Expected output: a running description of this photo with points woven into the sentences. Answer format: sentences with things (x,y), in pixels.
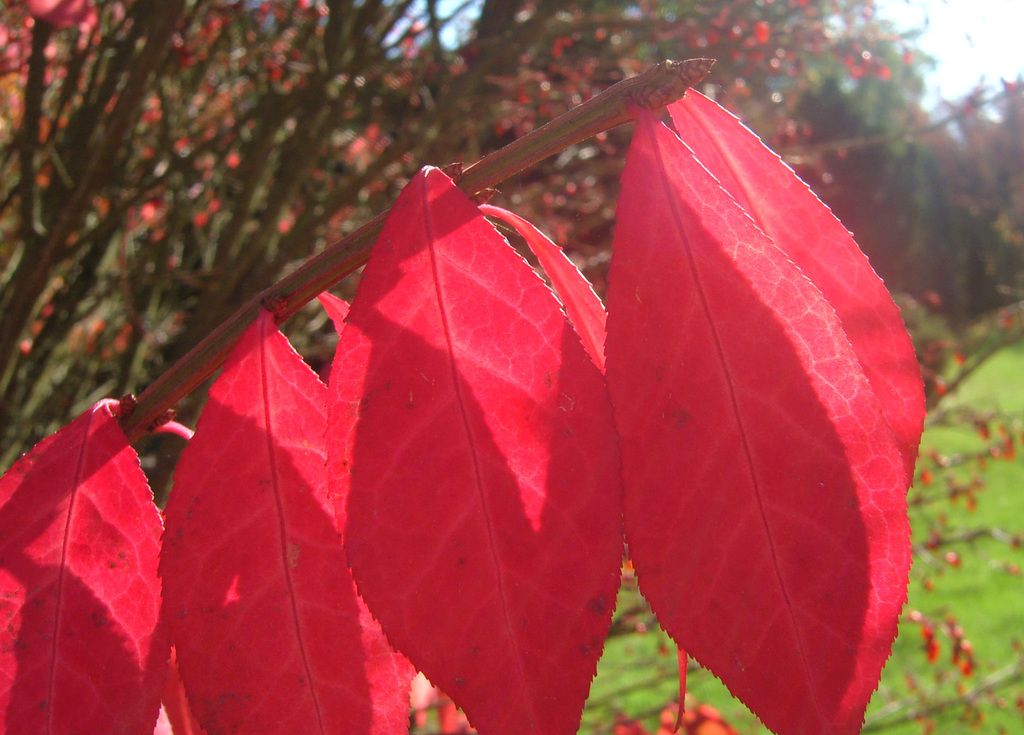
There are red color leaves (651,344) of a tree (605,102). In the background (100,125), there are trees (989,348), there's grass (1005,590) on the ground (952,579) and there is sky (965,70).
